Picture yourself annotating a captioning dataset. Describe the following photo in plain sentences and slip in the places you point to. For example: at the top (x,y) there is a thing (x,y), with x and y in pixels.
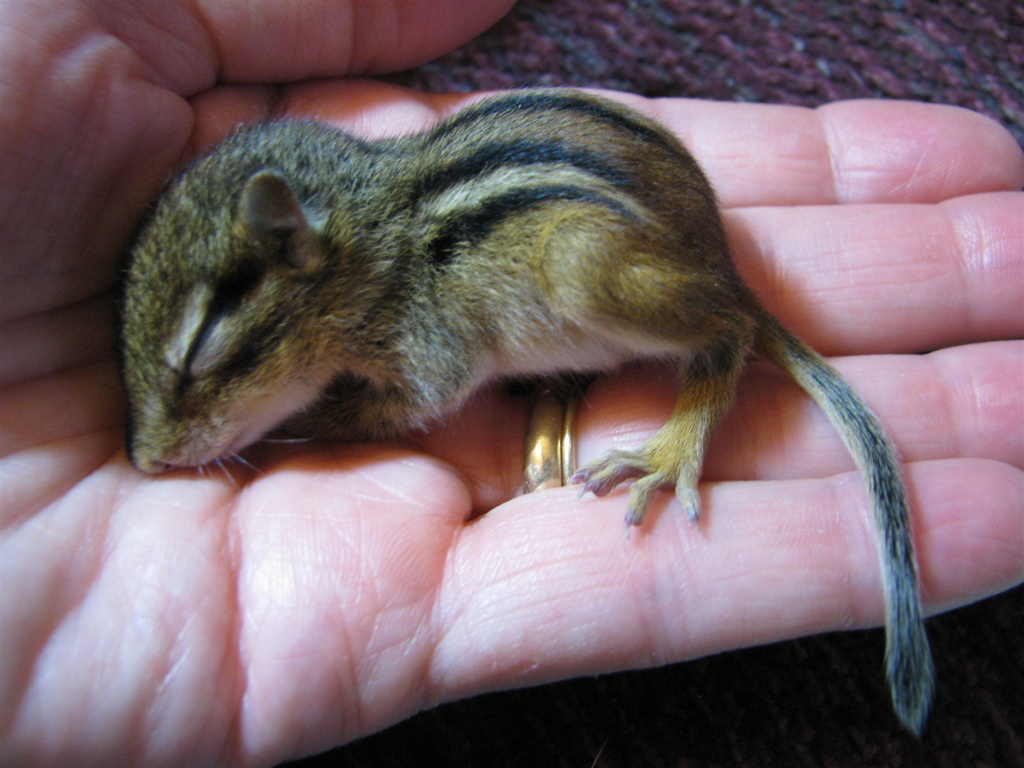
In this picture, we see the hand (333,545) of the person (340,528) who is holding the baby squirrel (366,382). In the background (634,48), it is brown in color.
